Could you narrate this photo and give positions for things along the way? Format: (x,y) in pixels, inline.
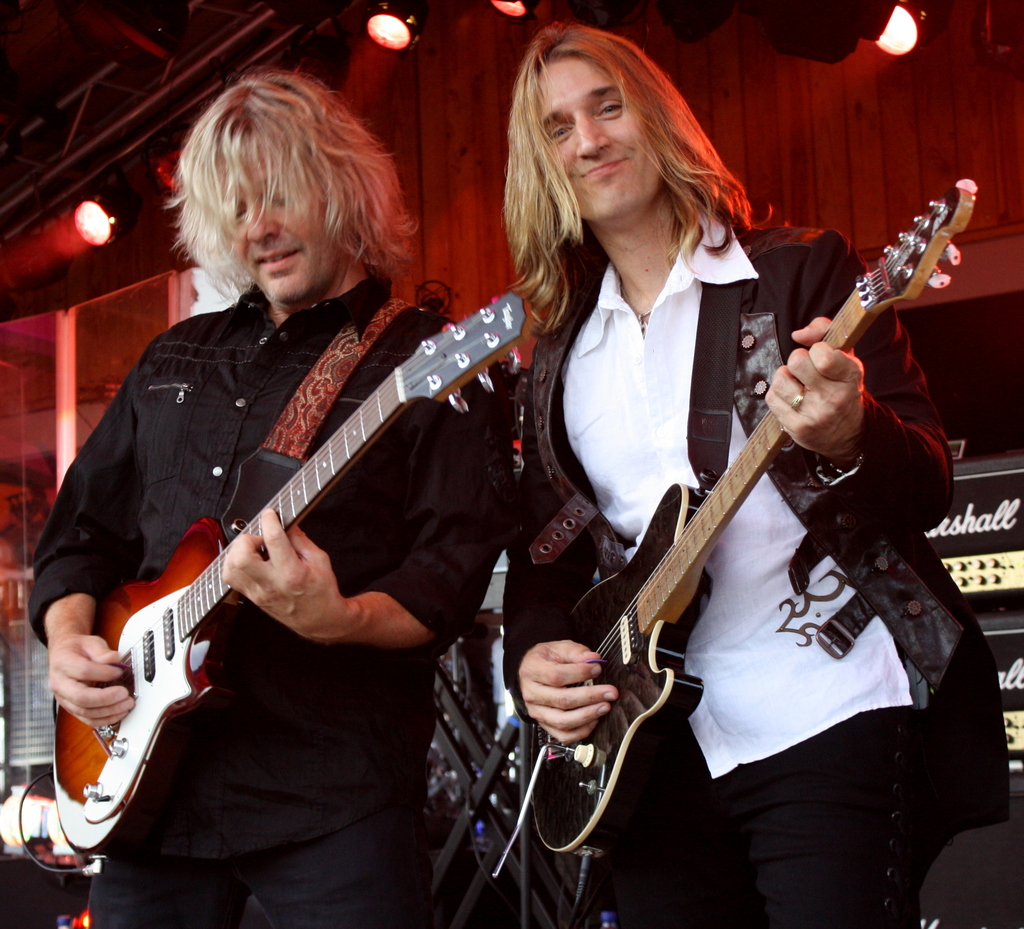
This 2 persons (329,729) are holding a guitar (359,422). This person (196,417) wore black shirt (210,329) and this person (762,334) wore black jacket (776,348). On the top of the picture (804,22) there are focusing lights (82,224).
